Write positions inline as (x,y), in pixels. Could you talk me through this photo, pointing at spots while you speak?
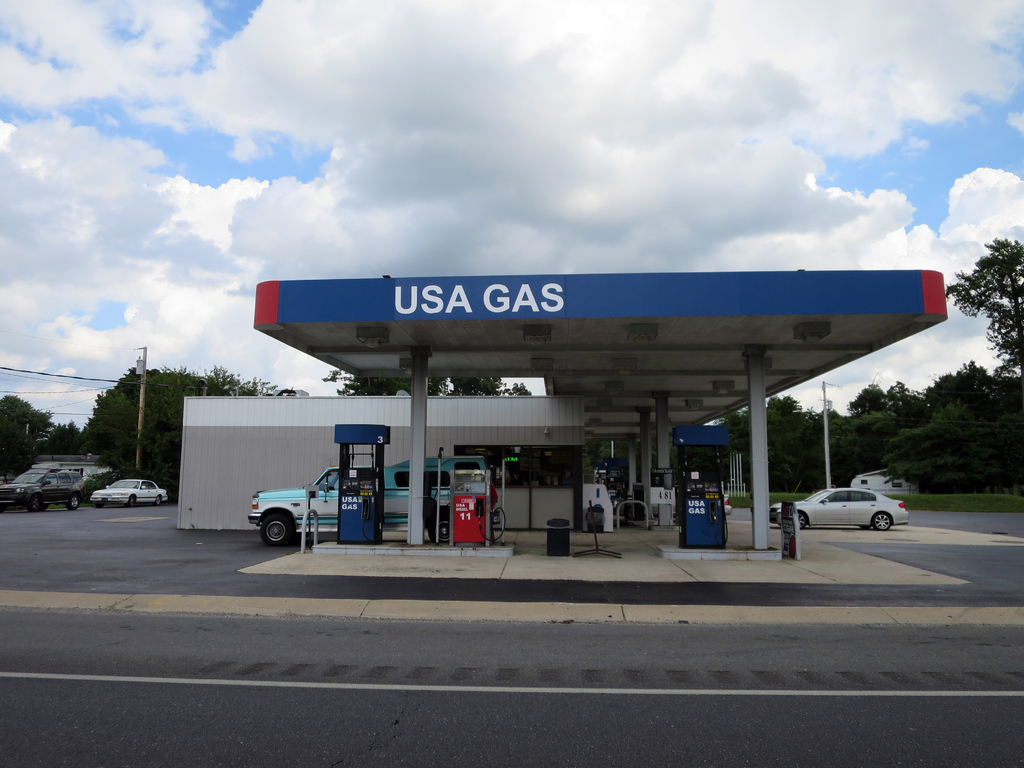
In this image in the center (370,468) there are machines (695,523) and in the background (53,499) there are cars (315,507). There is a container (268,443) and there are trees (867,453). In the front (590,305) on the roof (493,302) there is some text (469,309) written on it and the sky (630,170) is cloudy.
